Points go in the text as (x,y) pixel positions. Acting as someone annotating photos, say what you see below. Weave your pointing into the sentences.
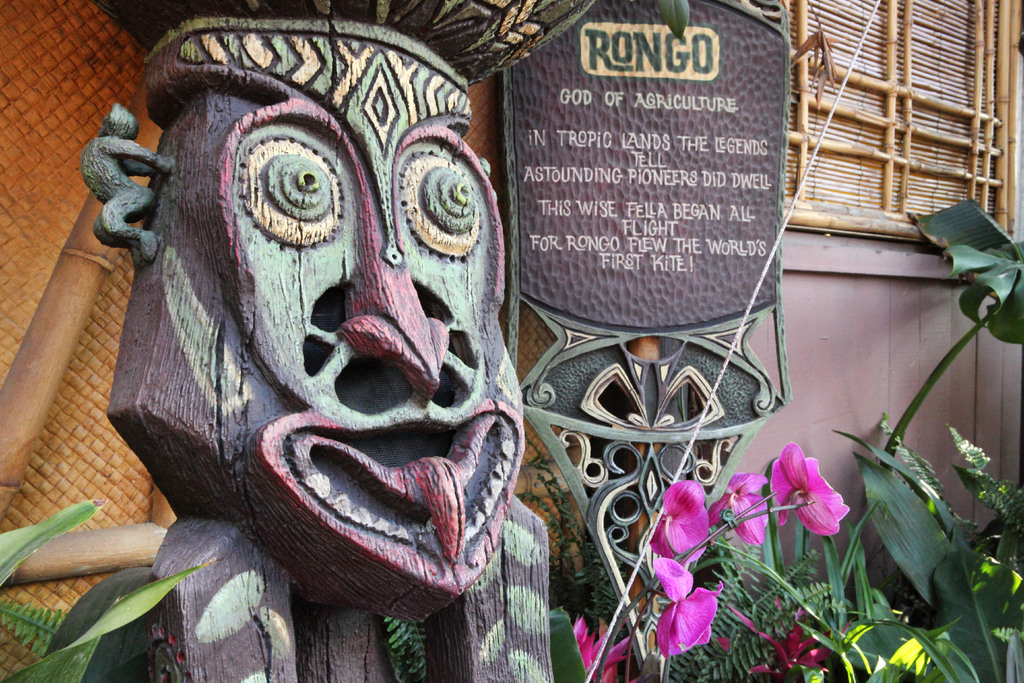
In the picture we can see a wooden sculpture (140,371) and beside it, we can see a board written something on it and near it, we can see some plants (732,600) and flowers (683,585) to it and behind it we can see a wall (1003,137).
